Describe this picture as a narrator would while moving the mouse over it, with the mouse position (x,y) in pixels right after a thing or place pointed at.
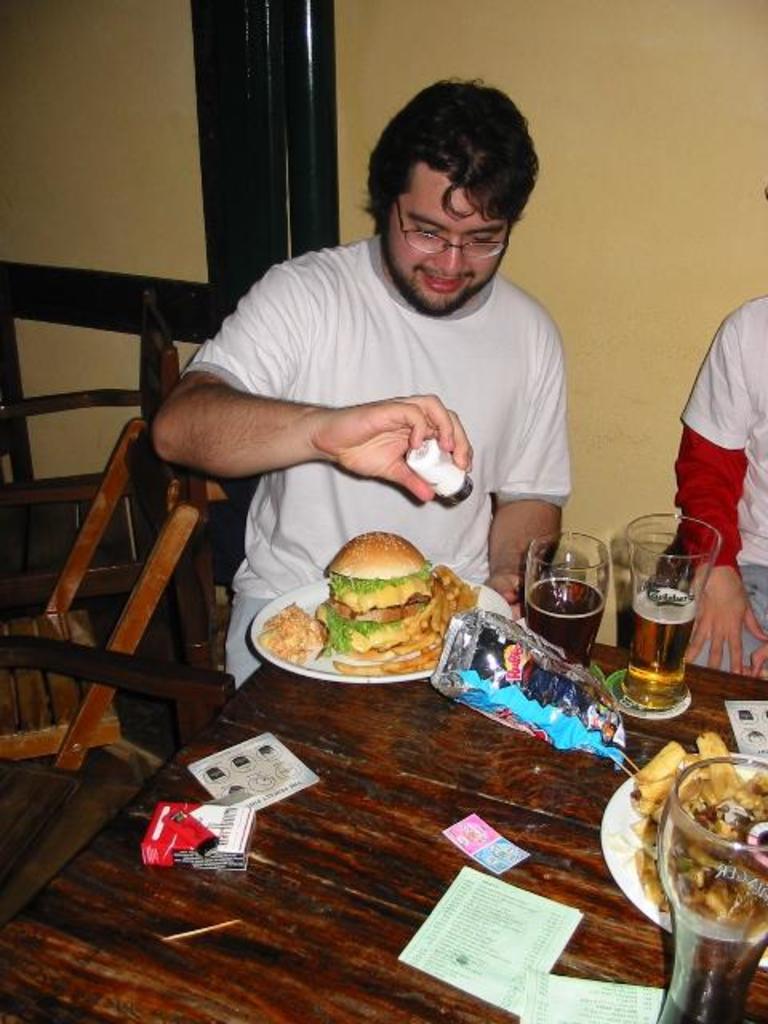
In the picture it looks like a party, there is a table (198,743) two persons (435,307) are sitting in front of the table (337,704) there are alcohol glasses (642,681), some fry items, a burger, few other papers (443,936) on the table (352,714) a person (394,505) who is wearing white color shirt (342,346) is holding salt or pepper bottle (438,469) in his hand (391,477) in the background (527,270) there is a cream color wall (564,163).
